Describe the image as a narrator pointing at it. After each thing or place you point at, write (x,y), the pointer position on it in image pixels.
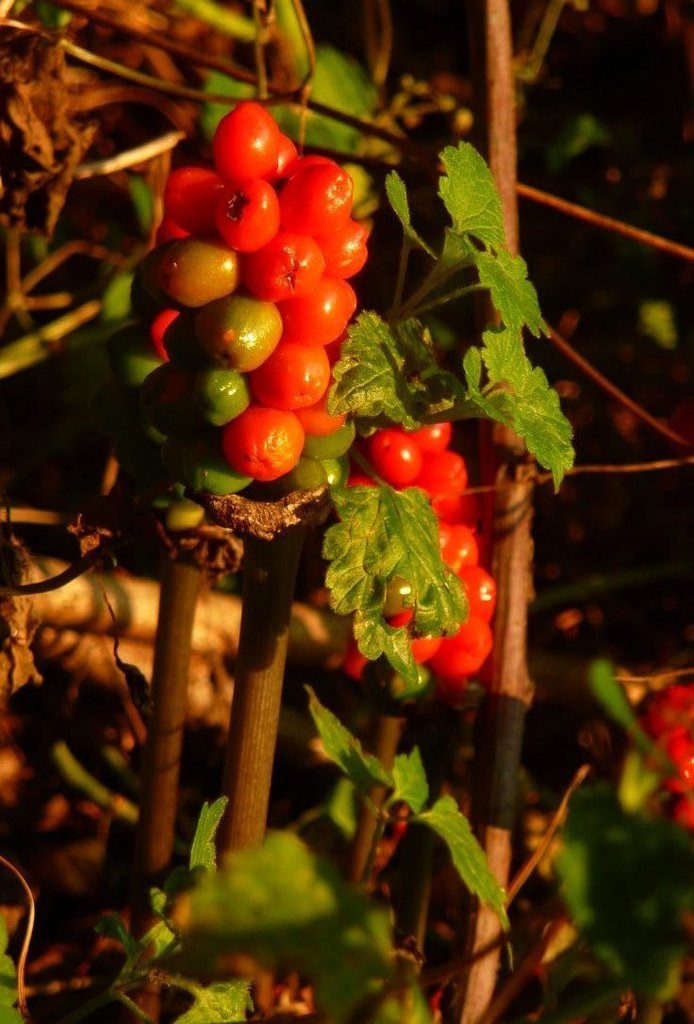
This image consists of red color berries (250,330) along with green leaves (493,268). In the background (95,784), there are plants (568,881).
